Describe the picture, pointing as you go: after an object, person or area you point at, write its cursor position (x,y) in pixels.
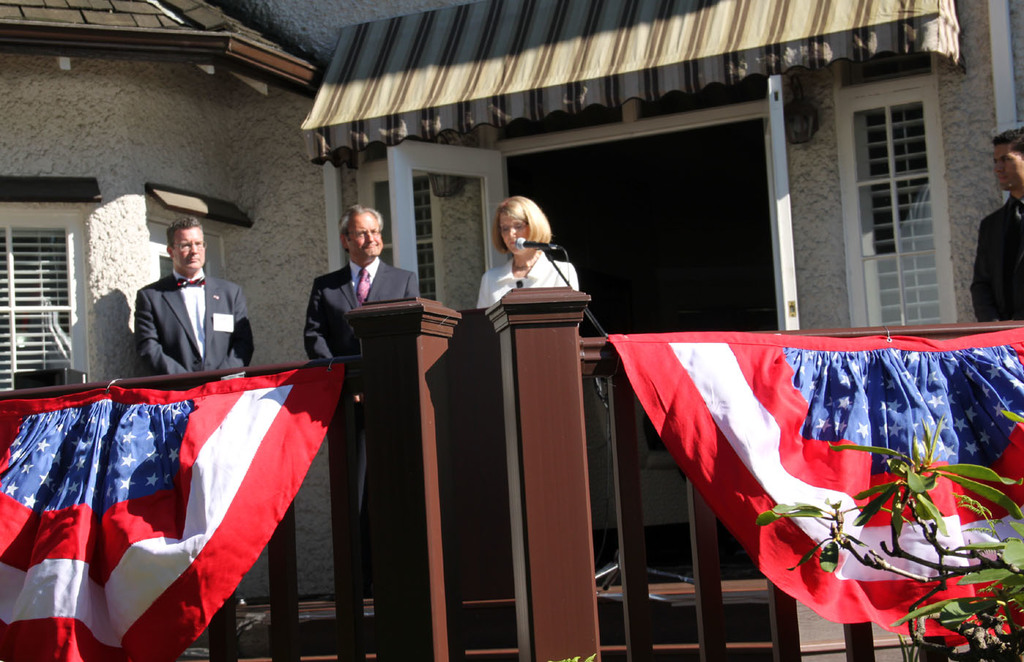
This is the image of building (116,185) with the persons (182,257) standing towards left (308,333) and right. And in the foreground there is a women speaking into mike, she is wearing a white shirt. There is a wall (458,271) in the background (263,38).
